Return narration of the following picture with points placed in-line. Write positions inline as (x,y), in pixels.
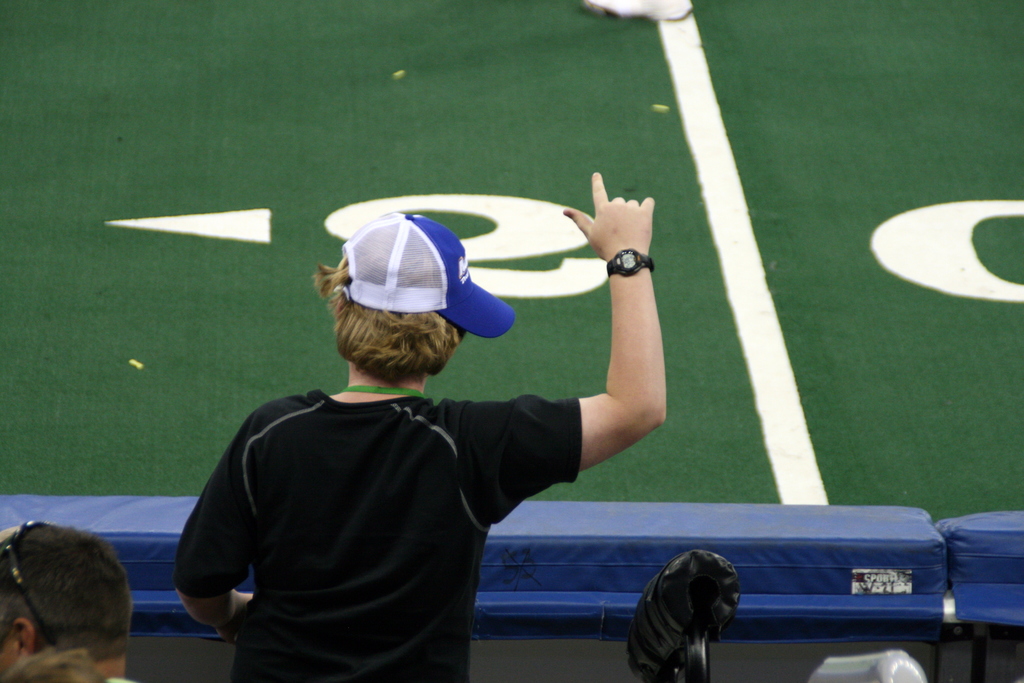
In this image I can see a person (460,414) wearing a cap (415,310) on the head (434,322) and a watch (625,274) on the right hand (642,237). I can see the green floor (504,96).
